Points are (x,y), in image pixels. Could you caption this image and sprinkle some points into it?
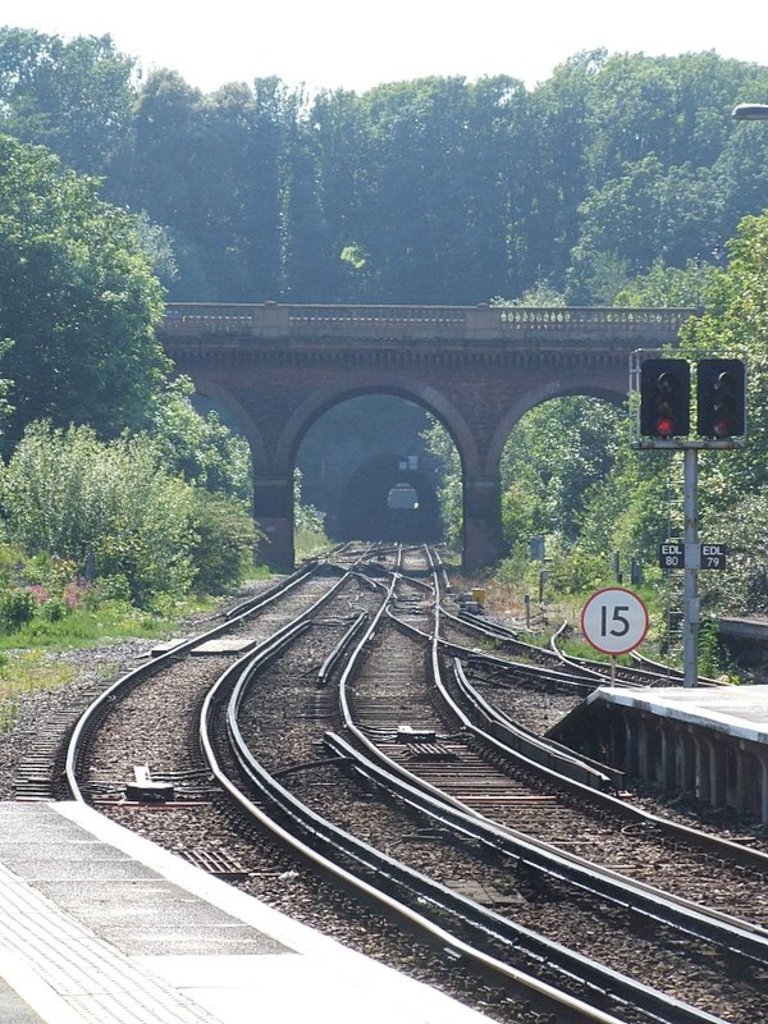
In the bottom left corner of the image (139,921) there is a platform (150,879). And on the ground (322,728) there are many tracks (407,768). Beside the tracks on the right side (717,738) there is a platform (686,699) and also there is a pole (690,471) with traffic signals (676,410) and also there is a sign board (619,610). In the background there is a bridge (304,369) with railings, arches (240,404) and pillars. And also there are trees (554,481) in the background (439,110). And also there is a tunnel (368,489).
